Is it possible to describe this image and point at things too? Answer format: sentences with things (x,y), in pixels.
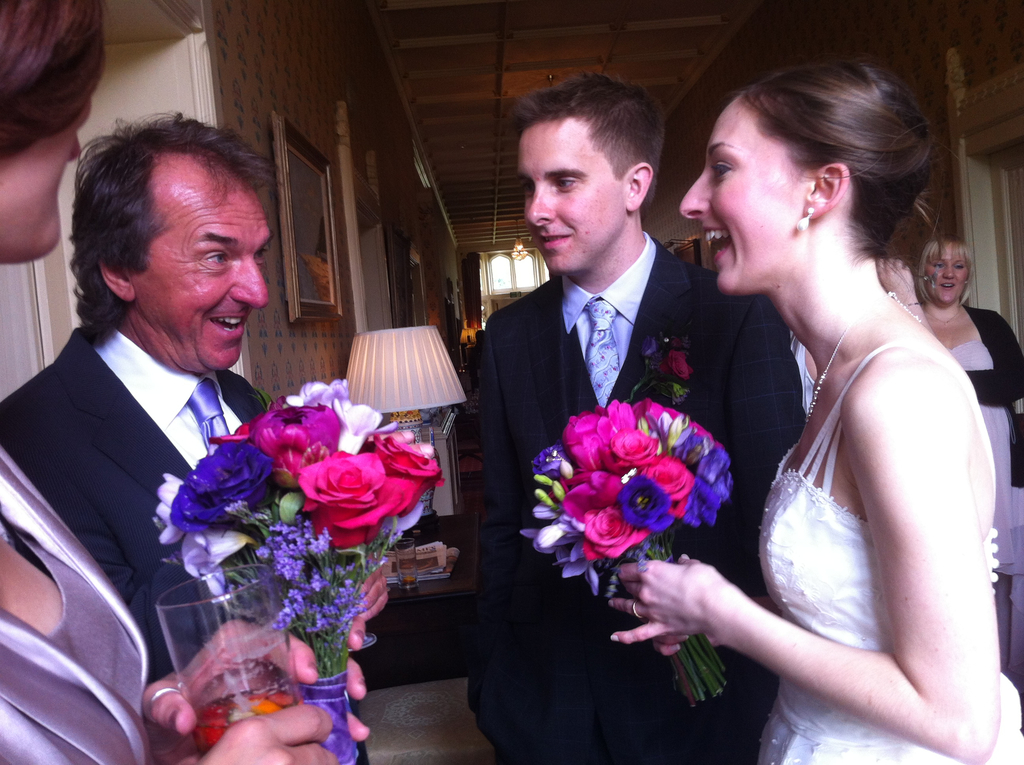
In this image I can see a woman (822,535) wearing white colored dress (831,584) and two men (595,376) wearing black colored blazers (537,391) are standing. I can see two persons (660,600) are holding flower bouquets (297,548) in their hands (634,577) which are pink, violet and blue in color. I can see a woman (194,724) is holding a glass (257,595) in her hand (237,653). In the background (316,65) I can see a wall (302,66), a photo frame (325,176), a lamp (403,351), a window (515,278), the ceiling (519,96) and few persons (992,322) standing.
